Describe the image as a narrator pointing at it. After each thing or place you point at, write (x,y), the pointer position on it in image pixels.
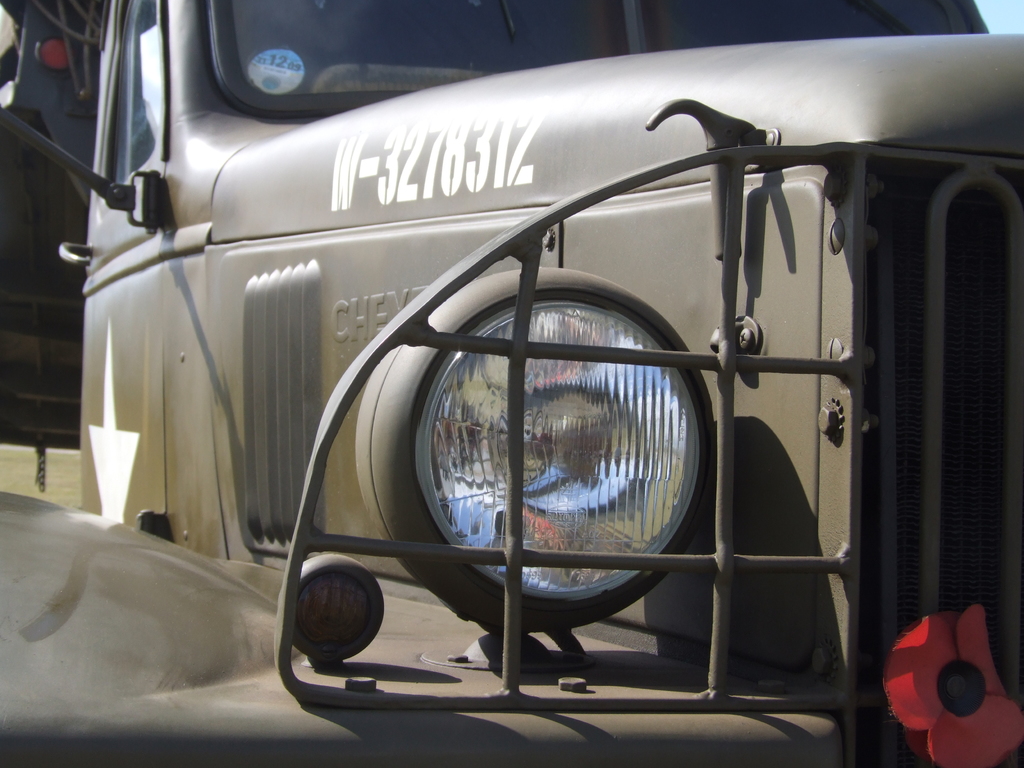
In this picture, we can see a vehicle (233,627). In the middle of the image (583,328), we can see a headlight (583,326) of a vehicle (711,737). On the right corner of the image (990,763), we can see a flower (957,688) on the vehicle (820,605).
